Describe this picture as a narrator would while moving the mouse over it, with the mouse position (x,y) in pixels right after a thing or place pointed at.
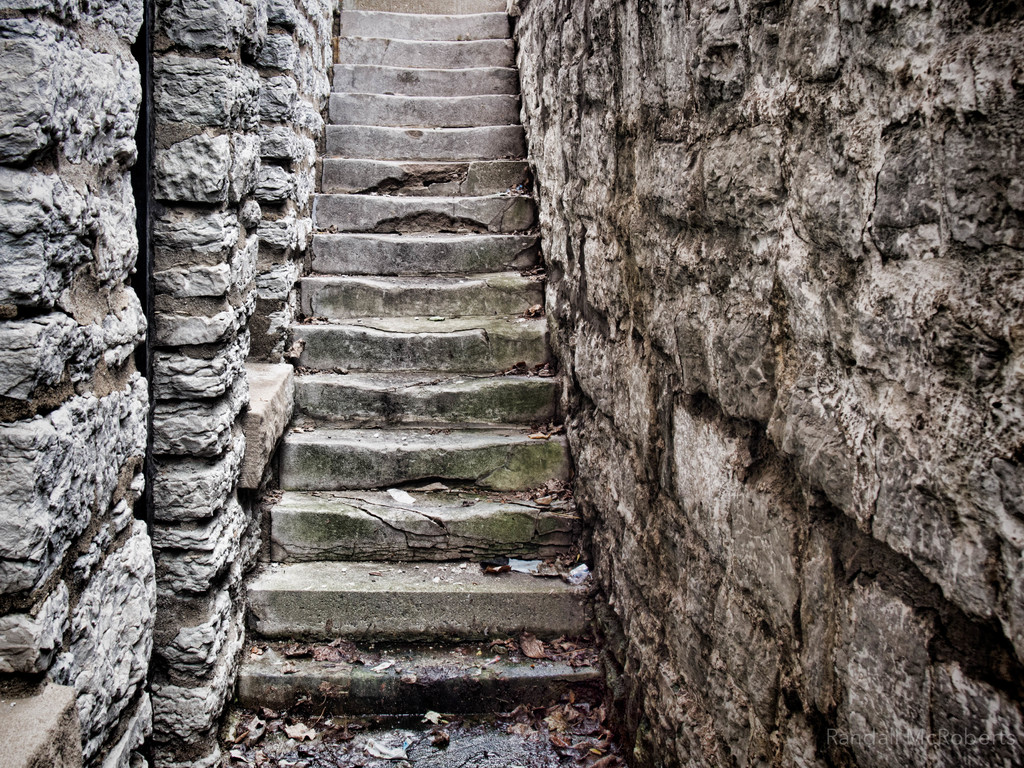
In the image there are walls (285,305) made up of rocks (240,338) and in between the walls (550,47) there are stairs (377,266).
